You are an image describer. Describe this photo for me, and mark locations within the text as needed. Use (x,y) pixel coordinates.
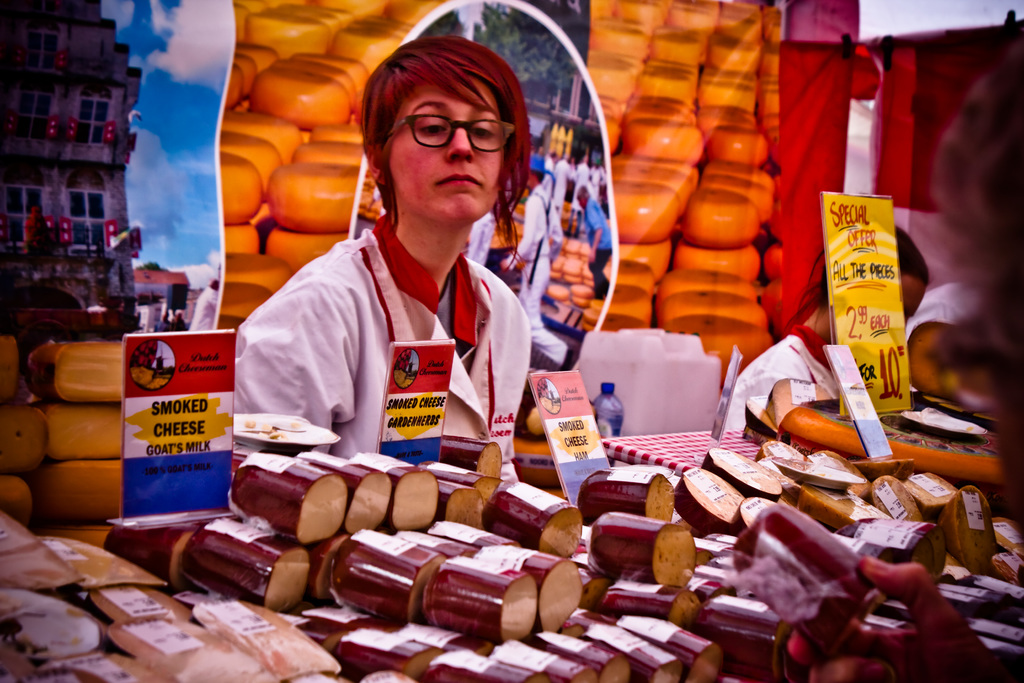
In this picture we can see a woman (480,415) wore spectacle (475,143) and beside to her we can see a bottle (615,398) and a person (818,285) and in front of them on tables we can see boards (156,449) and some objects (509,514) and in the background (86,103) we can see a banner (693,63).
